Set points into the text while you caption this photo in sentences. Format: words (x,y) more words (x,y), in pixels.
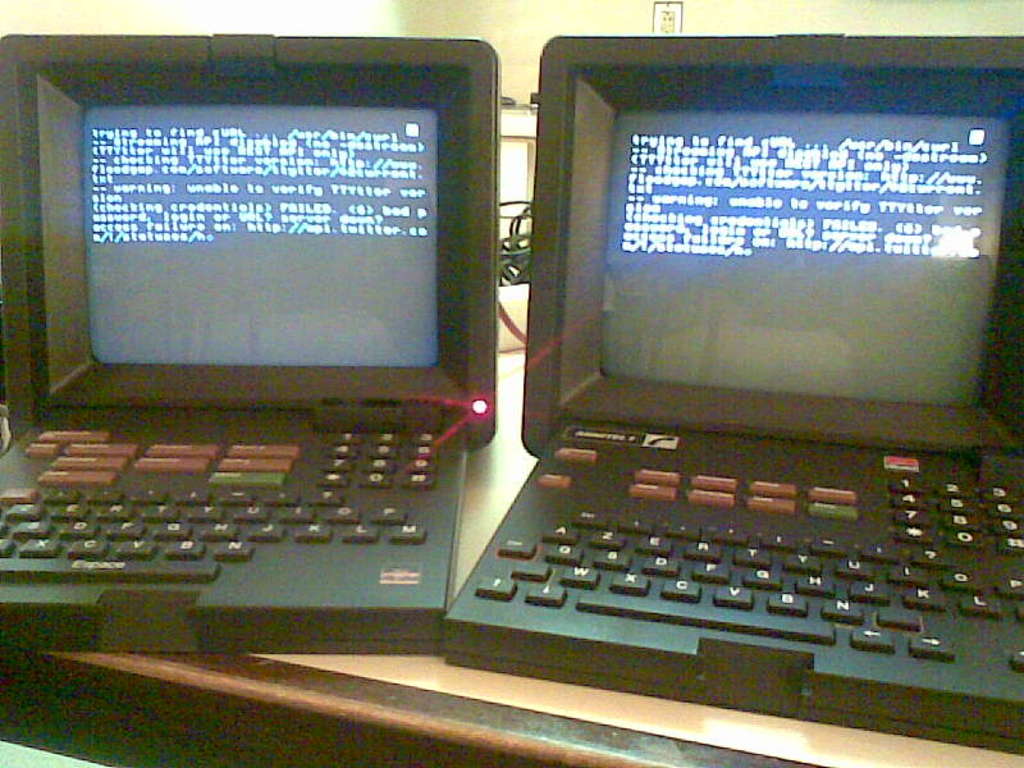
This picture is clicked inside. In the foreground (151,548) we can see the two electronic devices (411,250) are placed on the top of the table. In the background (672,9) we can see the picture frame (658,10) hanging on the wall (505,21) and we can see the cables (522,225) and some other objects (522,168) and we can see the text (305,162) on the display (753,194) of the electronic devices (492,221).
